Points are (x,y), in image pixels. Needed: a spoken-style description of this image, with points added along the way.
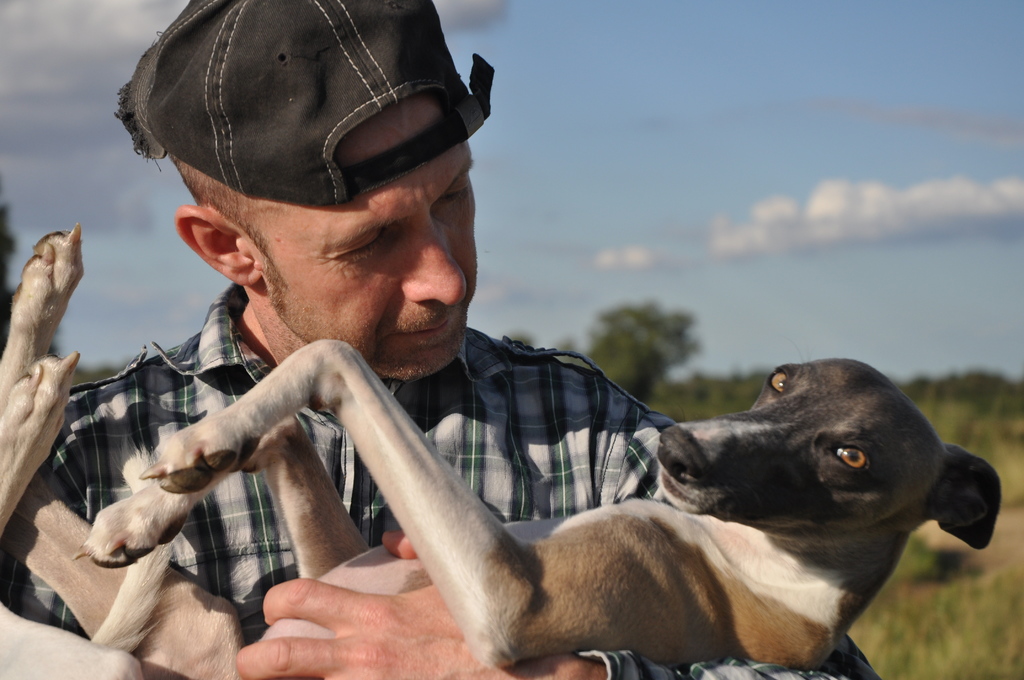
In the image there is a man (578,384) wearing a black color hat (376,99) holding a dog (495,638) on his hands (450,643). In background (642,347) there are some trees (621,351) and sky (941,323) is on top (821,110).
